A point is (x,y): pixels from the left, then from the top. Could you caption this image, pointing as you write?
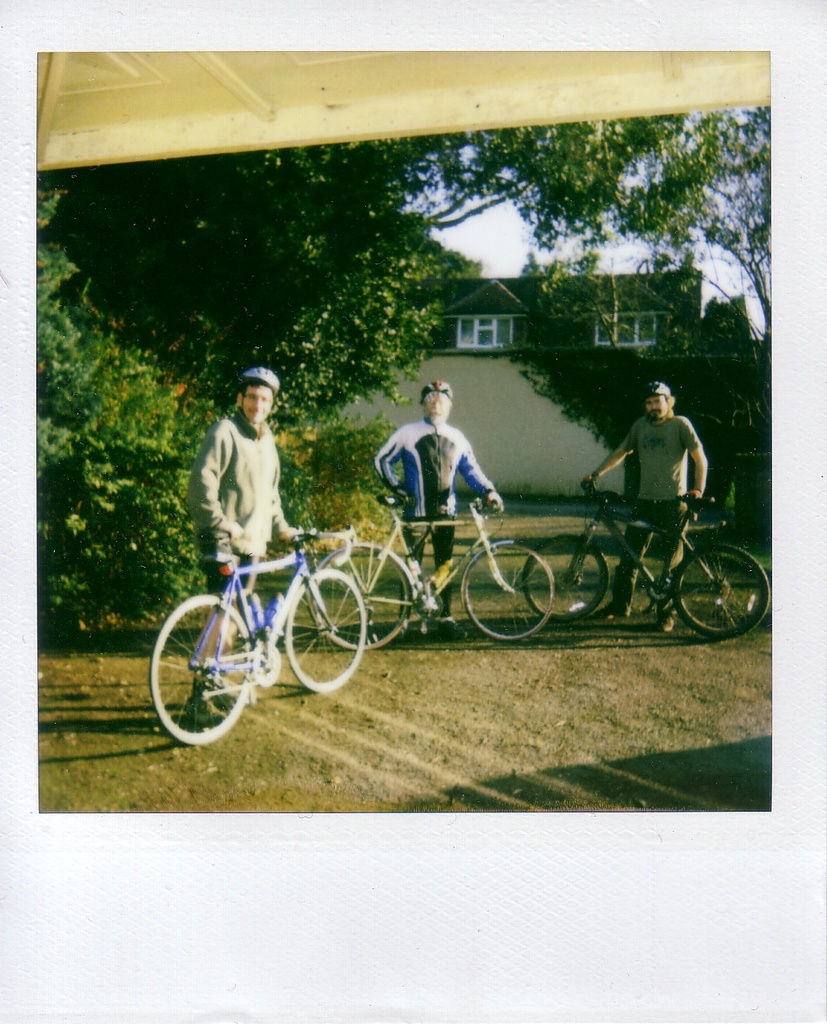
In this image, three peoples (448,540) are stand near 3 bicycles (538,557). Here we can see grass (765,638). And back side we can see a building (498,330), trees (371,286), sky (489,245). The top of the image (421,100), we can see roof (335,91) white color.
